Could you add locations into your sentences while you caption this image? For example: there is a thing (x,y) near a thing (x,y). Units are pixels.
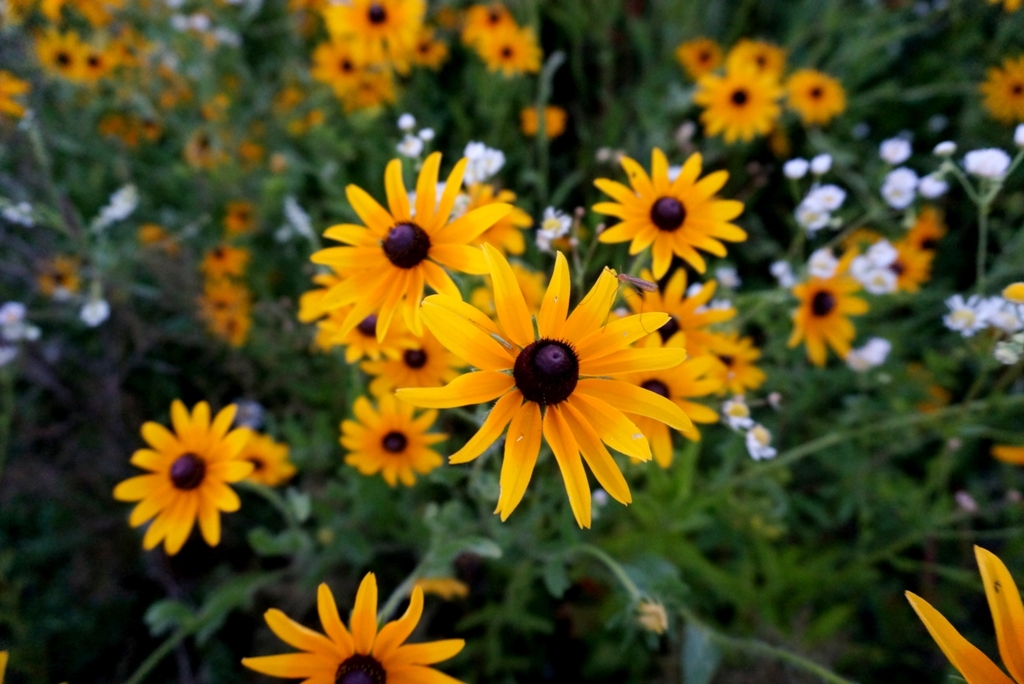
In this image there are flower plants (490,292).
